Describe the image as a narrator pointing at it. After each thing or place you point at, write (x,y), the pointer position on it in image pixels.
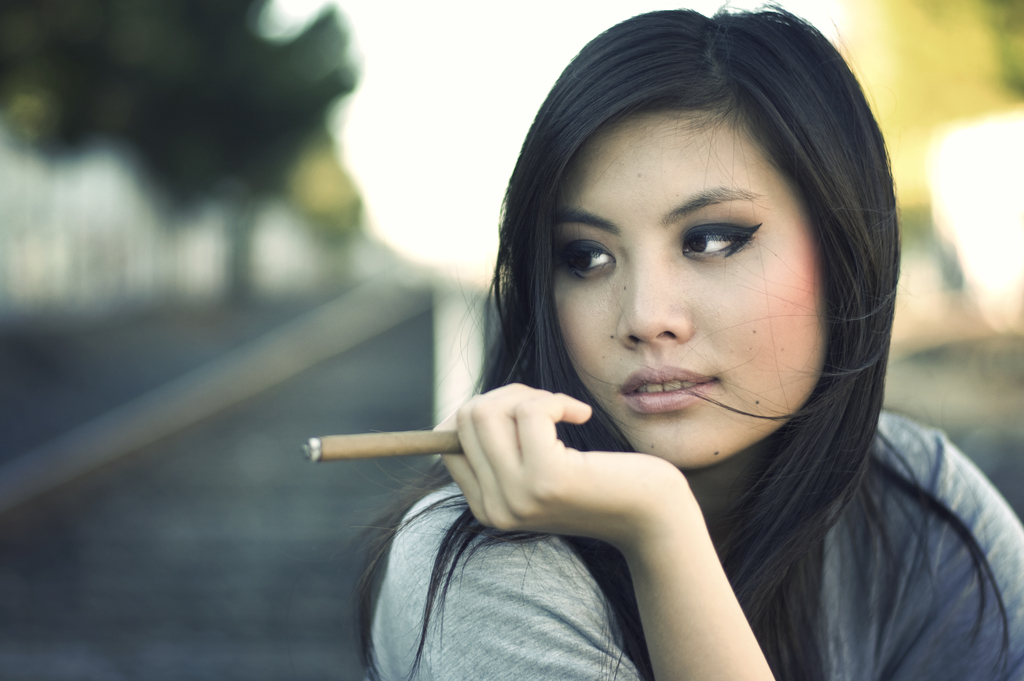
In this image I can see the person (491,356) holding some object (418,451) and the person (565,574) is wearing gray color shirt (537,574) and I can see the blurred background (1001,375).
